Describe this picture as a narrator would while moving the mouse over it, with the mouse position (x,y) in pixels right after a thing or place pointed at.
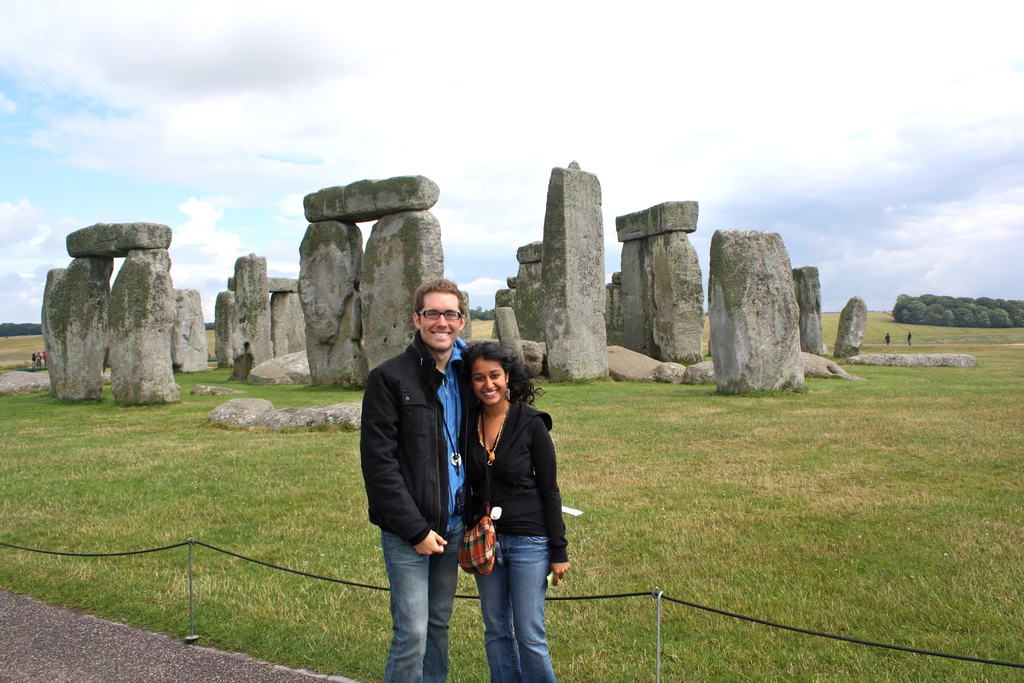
In this picture I can see a man (382,381) and a woman (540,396) standing and smiling, there are rocks (373,338), trees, grass (830,386), there are group of people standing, and in the background (341,140) there is the sky (403,122).
